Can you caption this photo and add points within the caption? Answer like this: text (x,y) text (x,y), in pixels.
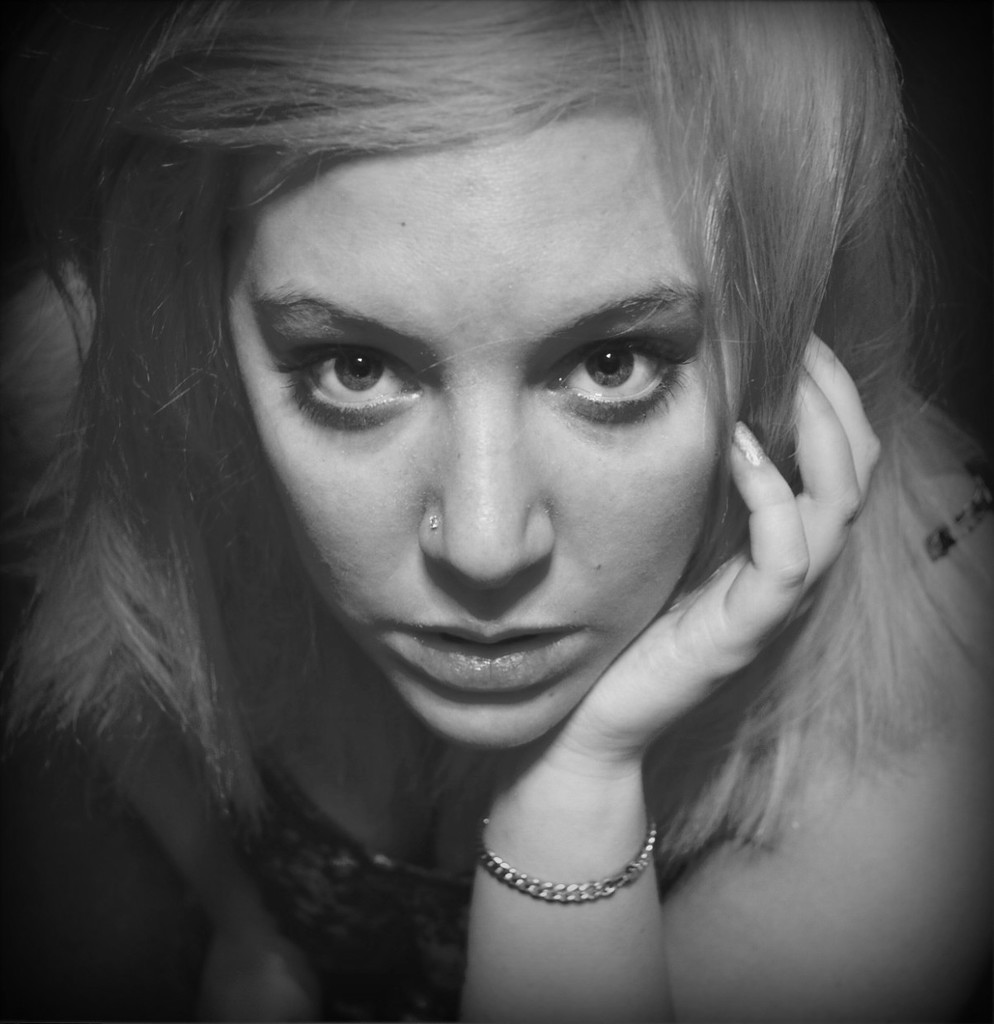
In the foreground of this black and white image, there is a woman (549,563).
